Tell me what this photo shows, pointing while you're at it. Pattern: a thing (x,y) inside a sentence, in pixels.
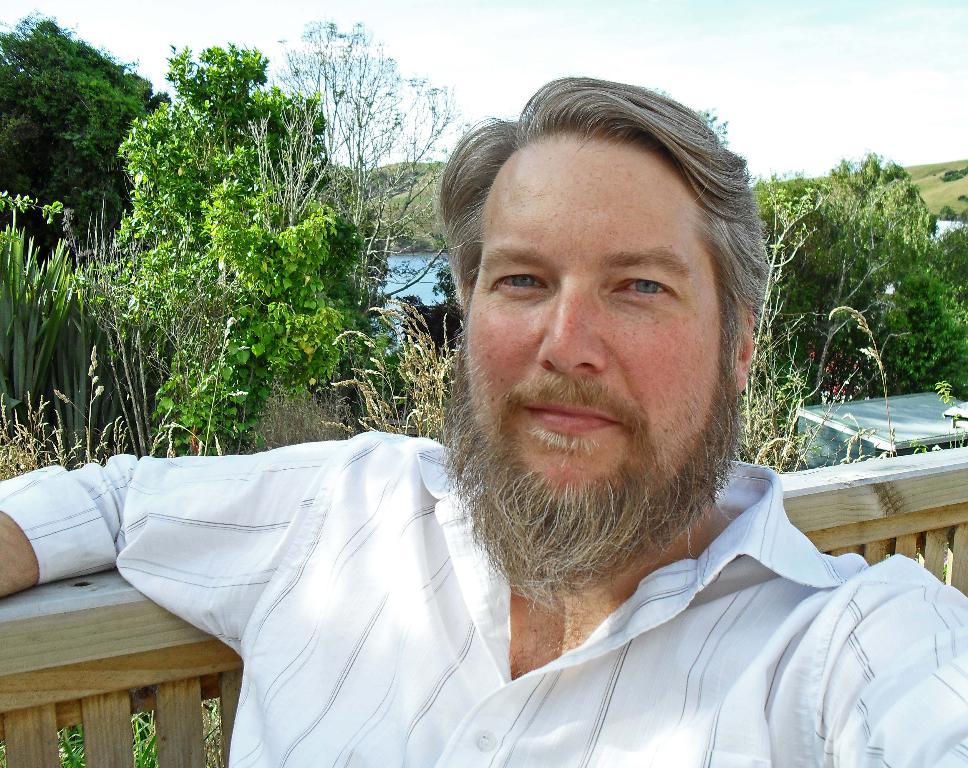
A person (533,423) is present wearing a white shirt (416,710). Behind him there is a wooden fencing (847,539). There are trees (408,242) and water (410,278) at the back (410,278).
